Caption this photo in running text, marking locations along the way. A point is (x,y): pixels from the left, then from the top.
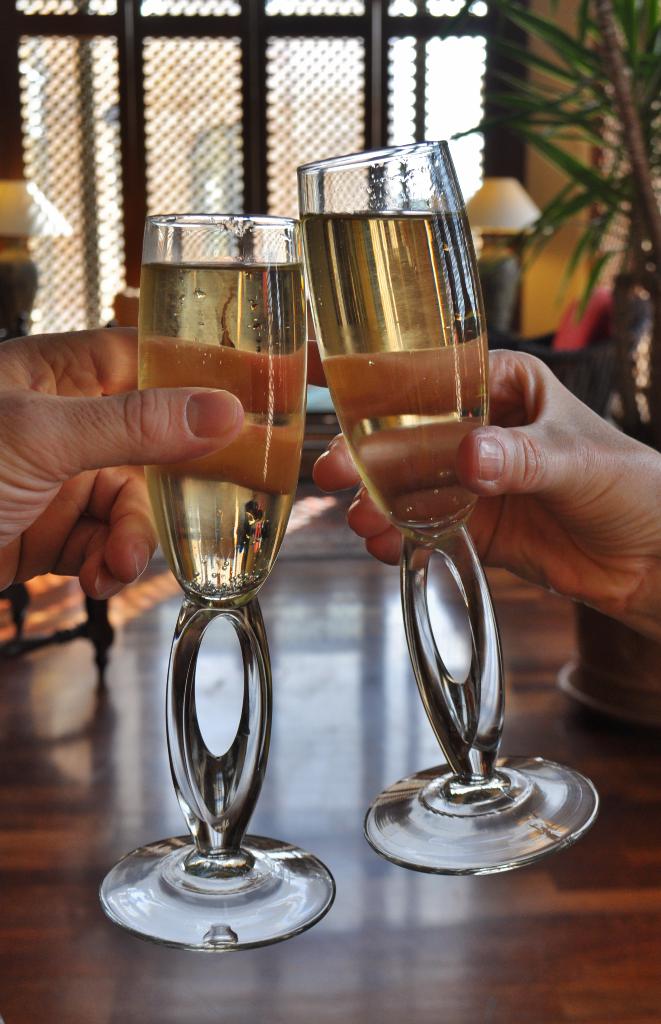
In this image, in the middle (298,456) there are two hands (496,517) holding two glasses (474,697). In the background (58,167) there are lamps (508,261), plants (657,302), windows (250,171), floor (388,618) and a wall (563,181).
